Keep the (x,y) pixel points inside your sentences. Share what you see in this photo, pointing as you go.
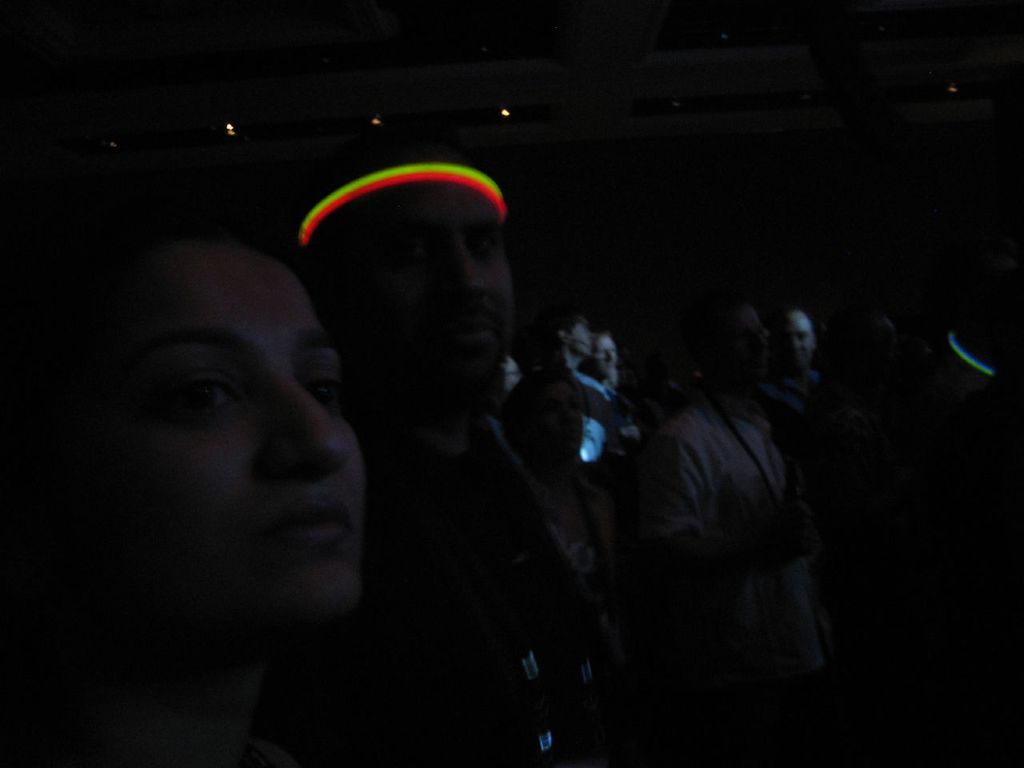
In this dark image I see few people (492,316) standing among them two people (365,446) on the left hand side (235,236) are posing for the picture, among them one person (497,184) is wearing a band (459,166) on his forehead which is glowing.
